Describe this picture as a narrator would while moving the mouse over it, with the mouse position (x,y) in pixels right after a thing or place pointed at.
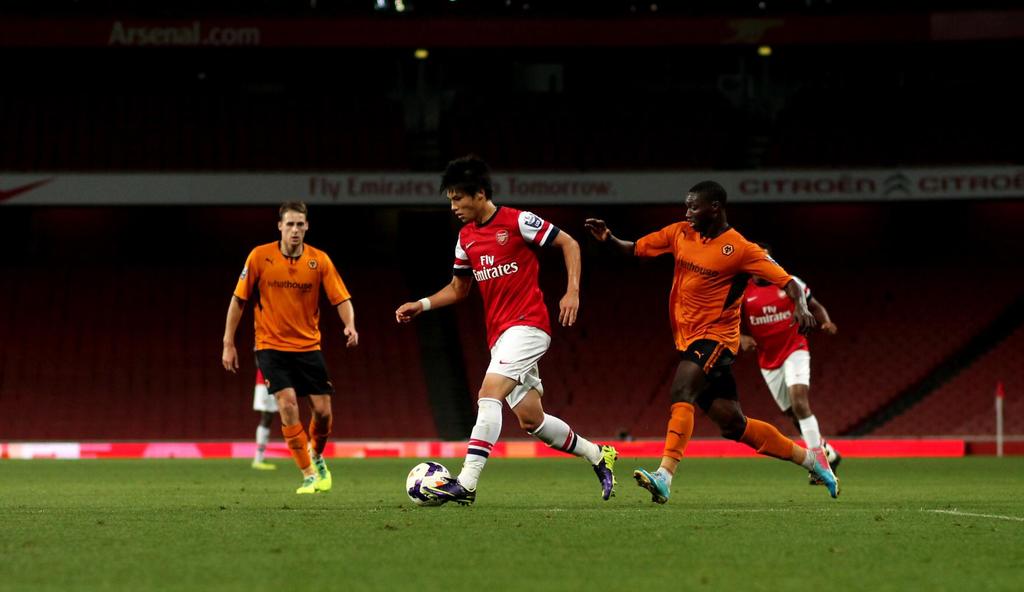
In the image we can see there are people (523,327) who are standing on the ground (246,491) with a foot ball (430,482).
